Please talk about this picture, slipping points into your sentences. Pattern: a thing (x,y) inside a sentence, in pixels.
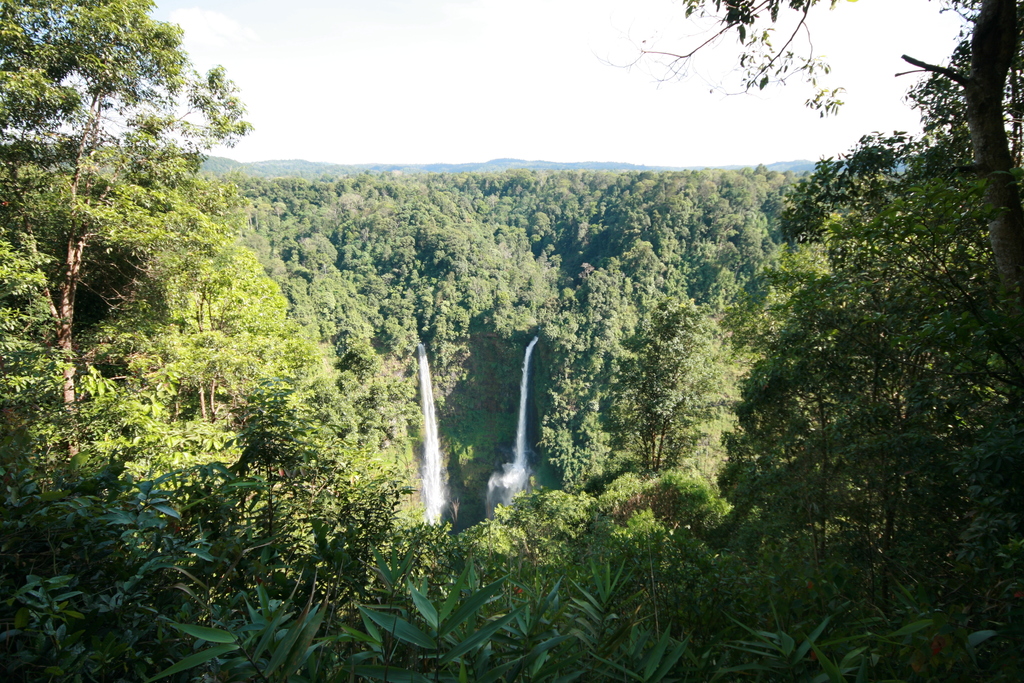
In this image we can see there are trees (570,360). At the center of the trees (348,444) there is a waterfall (524,415). In the background (491,103) there is a sky (592,102).
